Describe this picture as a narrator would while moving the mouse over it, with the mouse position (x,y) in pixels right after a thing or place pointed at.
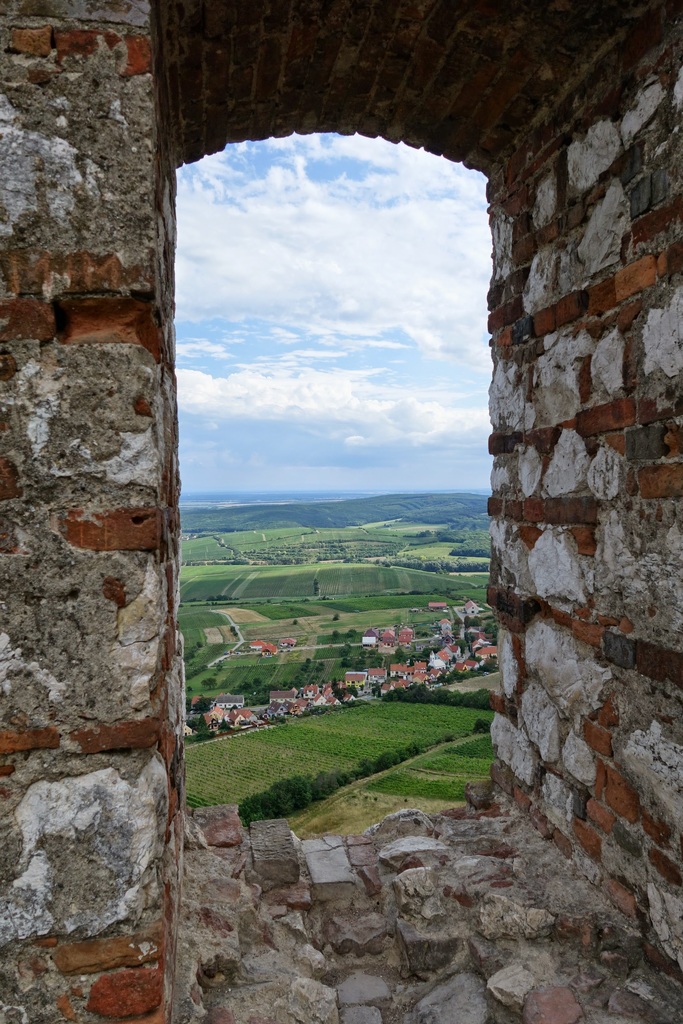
In this image we can see a wall (344,70), there are few buildings (433,660), trees (299,801), grass (301,733) and the sky (333,178) with clouds (315,291) in the background (346,343).
